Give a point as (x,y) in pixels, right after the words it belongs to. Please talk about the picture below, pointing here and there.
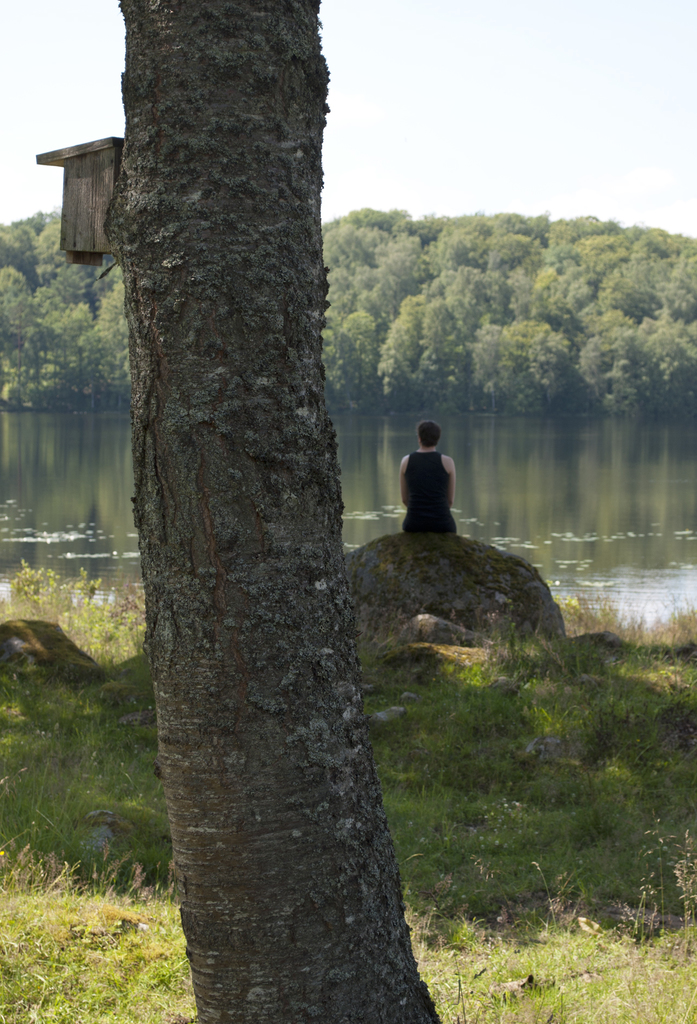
There is a tree trunk (270,861). There is grass (509,816). A person (438,515) is sitting on a rock (420,558) wearing a black dress (434,486). There is water (16,458) and trees (504,289) at the back (535,288) and there is sky (510,93) at the top (534,69).
